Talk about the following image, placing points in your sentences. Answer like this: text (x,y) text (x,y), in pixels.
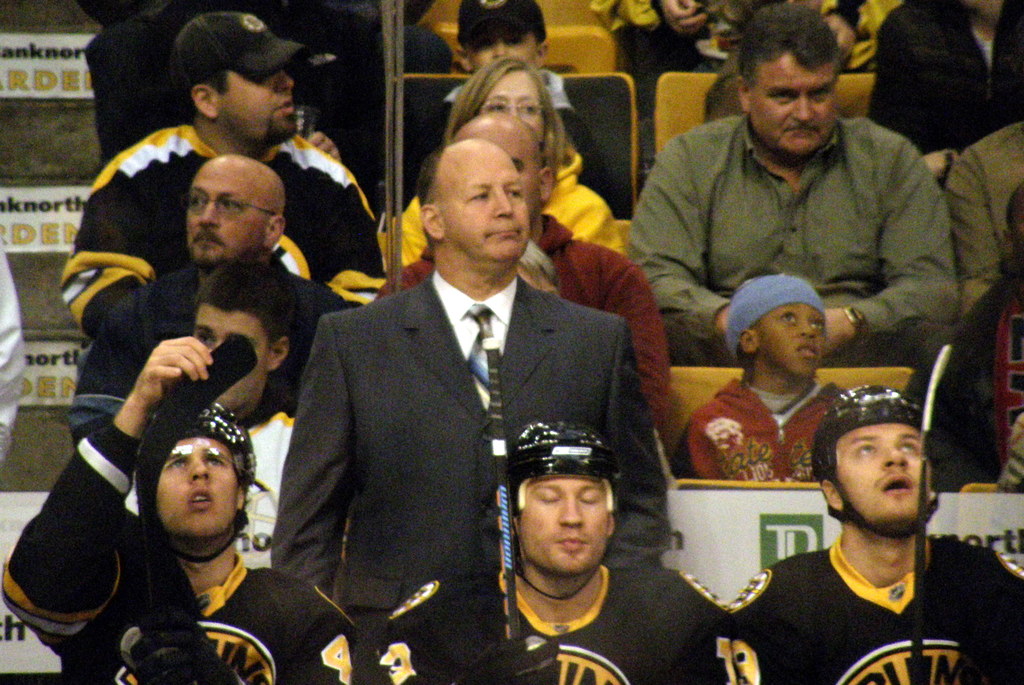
In the image there are many people (217,135) sitting in chairs (573,140), most of them are wearing black and yellow jersey (893,612), in the middle (416,289) there is a person (504,344) in grey suit (457,433) standing.
